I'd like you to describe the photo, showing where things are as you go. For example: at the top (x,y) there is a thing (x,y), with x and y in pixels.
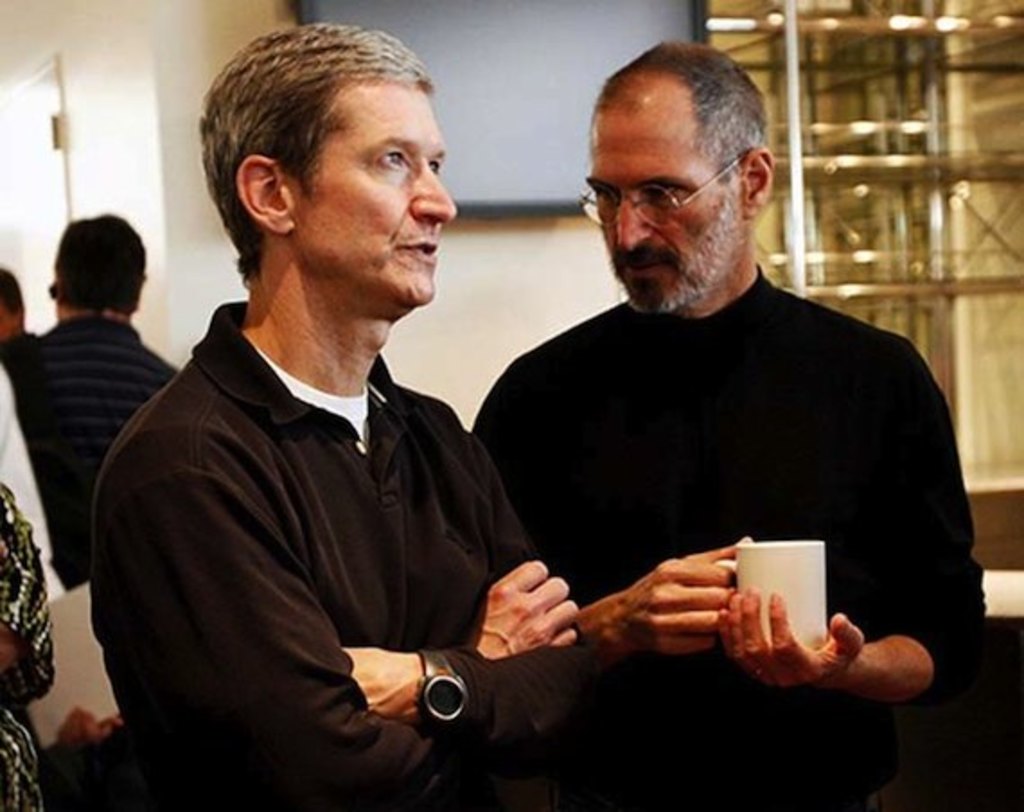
Here we can see people (639,356). This person (629,509) is looking at this man (333,372) and holding a mug (747,586). Background (112,159) it is blur. We can see board (624,28) and wall (136,176).
